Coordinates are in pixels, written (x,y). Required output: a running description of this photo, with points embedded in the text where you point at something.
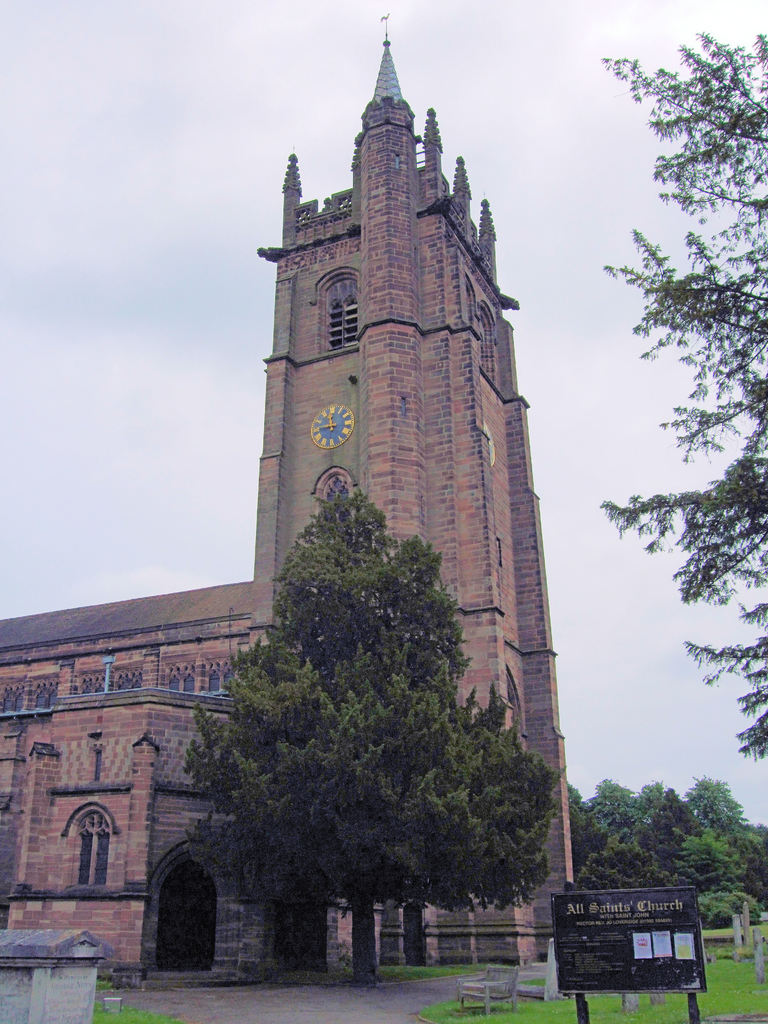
In this image I can see the board (653,936) in black color. In the background (717,795) I can see few trees (394,883) in green color and I can also see the clock (335,416) attached to the building (481,508) and the sky (541,180) is in white color.
